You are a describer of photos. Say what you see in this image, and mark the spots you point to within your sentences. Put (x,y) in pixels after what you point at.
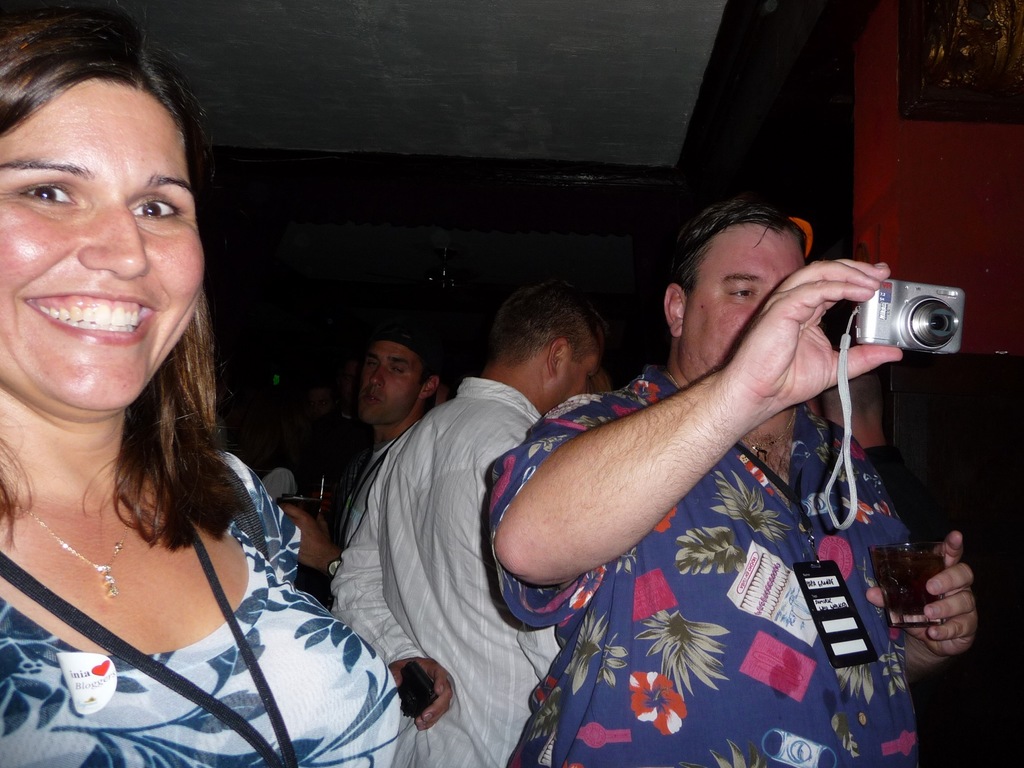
In this picture there are few people (219,484) who are standing. There is a man (804,535) holding a camera (860,319) in his hand (883,268).
